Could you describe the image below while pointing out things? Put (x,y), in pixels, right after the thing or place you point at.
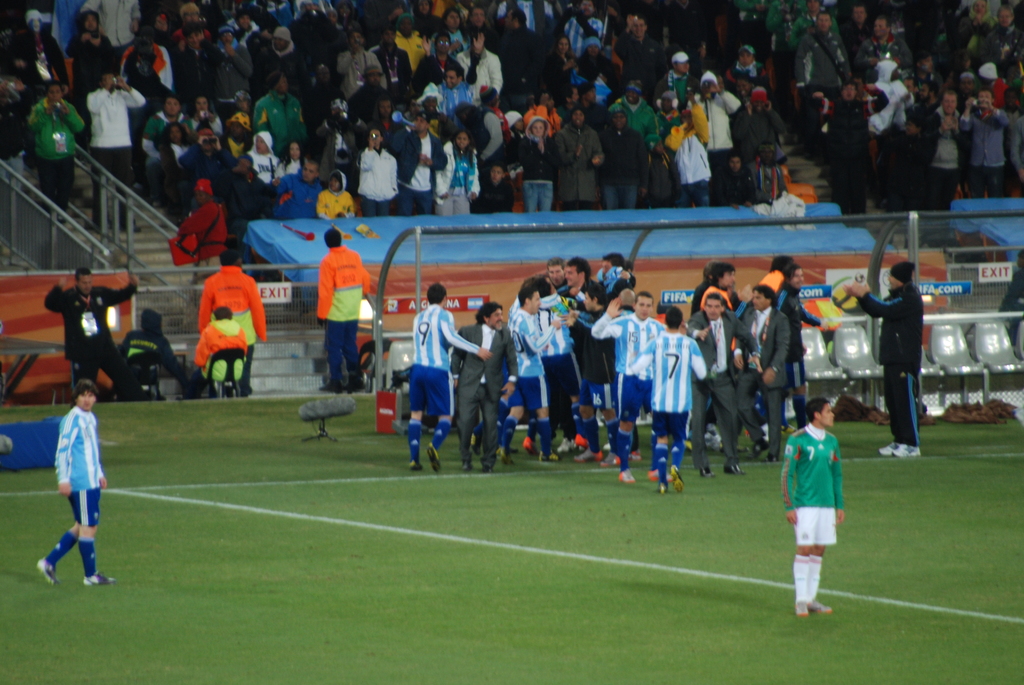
In this image, we can see a group of people (698,385) are on the grass (535,656). Few people (567,368) are standing and walking. Here we can see seats (965,360), shed (999,222), some objects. Background (294,363) there are few railings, sign boards (392,305), banners (841,268), stairs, cloth (1016,237), few people (225,323).
